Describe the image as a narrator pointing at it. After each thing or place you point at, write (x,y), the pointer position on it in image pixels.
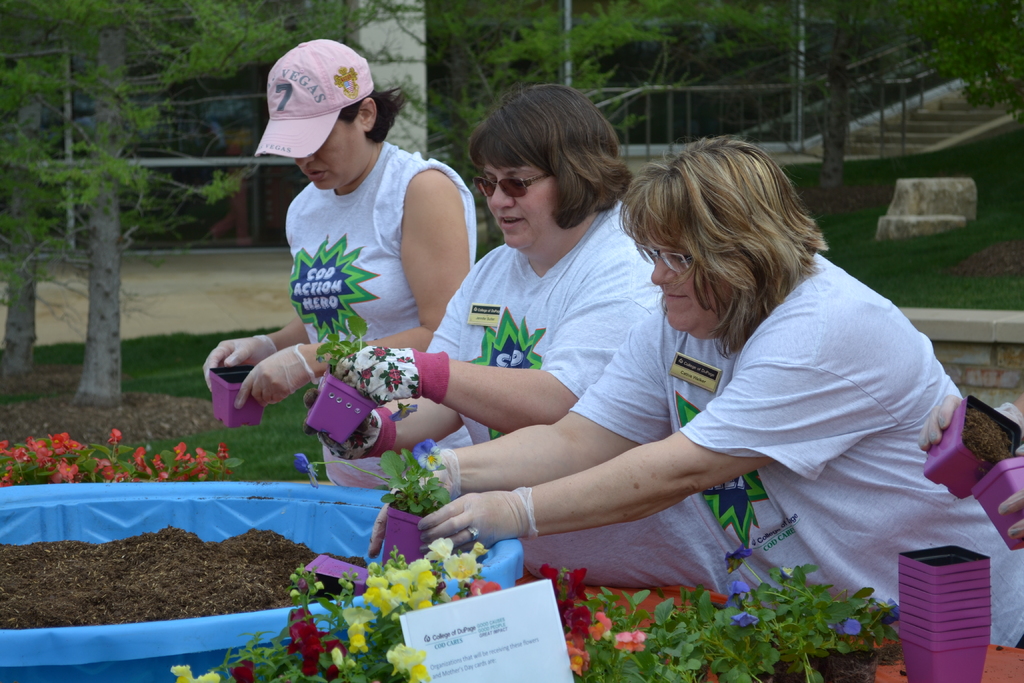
This picture is clicked outside. On the right (704,324) we can see the group of people (704,324) wearing t-shirts (805,439) standing and seems to be planting the plants (391,462) in the pots (214,388) and we can see a blue color container (63,502) containing the soil (177,593) and we can see the flowers (300,632) and the green leaves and the text (457,648) on the paper (476,644). In the background (901,268) we can see the green grass (881,254), staircase (891,145), handrails (925,74), metal rods (173,164), trees (971,17) and many other objects (250,127).
